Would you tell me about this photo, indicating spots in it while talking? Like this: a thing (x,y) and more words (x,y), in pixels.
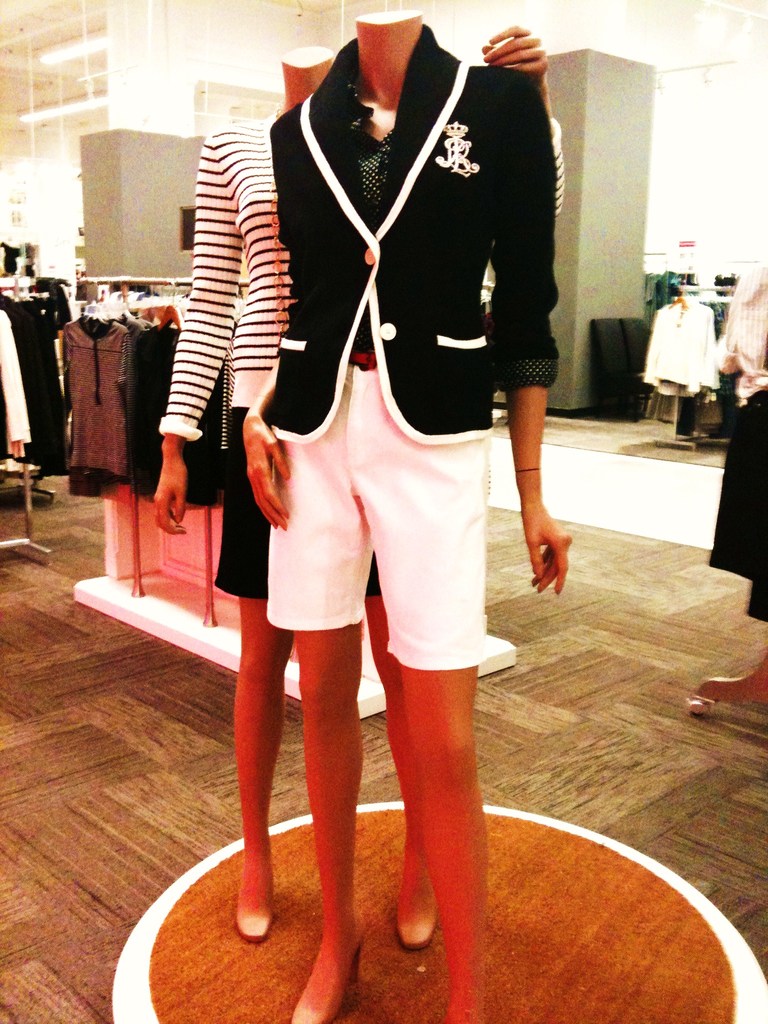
In this picture I can see there are two statues (260,689) and they are wearing clothes (332,557), there are many other clothes (72,402) on to left (56,401) and right. There are lights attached to the ceiling (52,96).
